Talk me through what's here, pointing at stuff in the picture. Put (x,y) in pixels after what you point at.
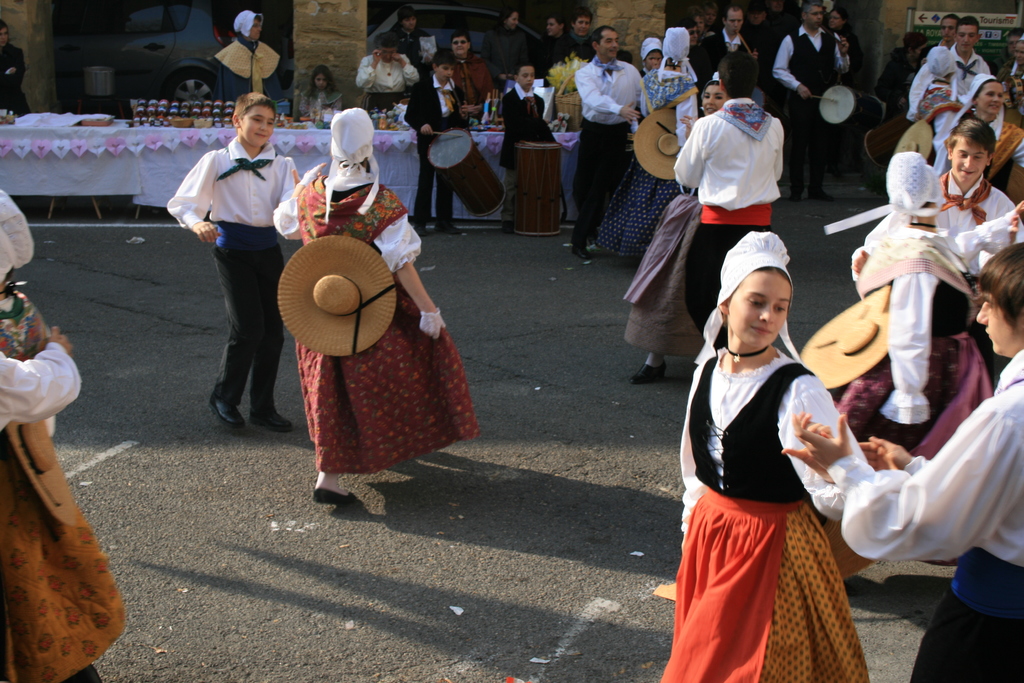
In this picture we can see some persons (739,449) are dancing on the road (636,622). Even we can see few people (792,62) are playing drums (850,116). And this is the table (80,166) and there is a white colored cloth (172,155) on the table (215,136). And there is a wall (335,36) in the background (342,46).
